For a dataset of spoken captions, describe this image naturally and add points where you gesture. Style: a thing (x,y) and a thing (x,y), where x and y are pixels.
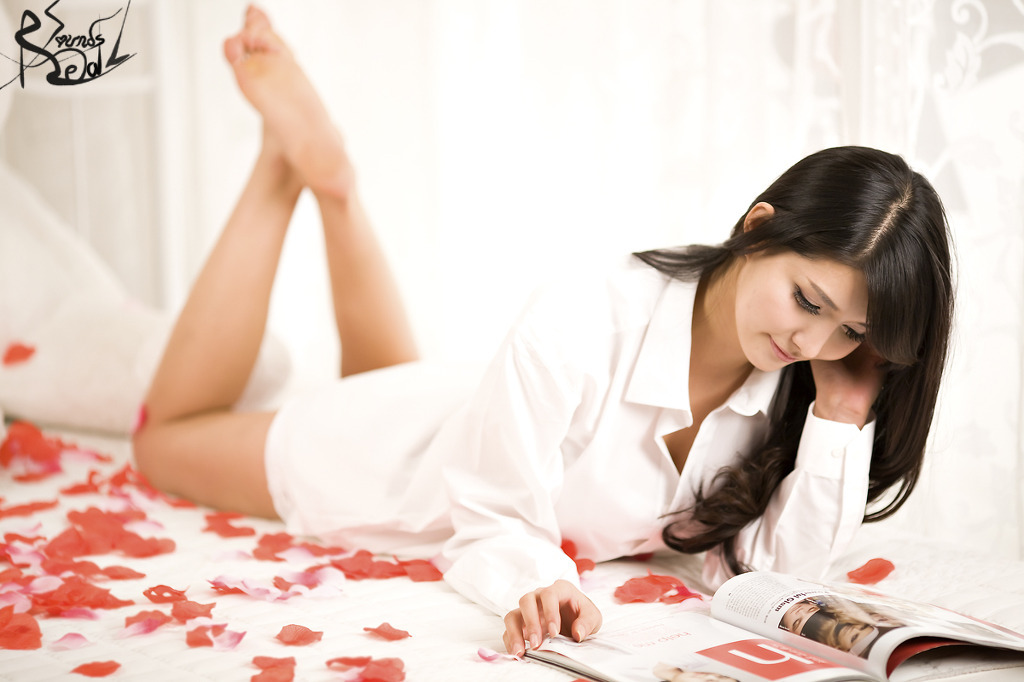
In this image I can see a bed (429,625) and on it I can see flower petals (59,558), a book (759,604) and a woman (352,318). I can see she is wearing white shirt (504,408) and in background (568,107) I can see white colour. I can also see watermark (82,53) over here and here I can see something is written.
